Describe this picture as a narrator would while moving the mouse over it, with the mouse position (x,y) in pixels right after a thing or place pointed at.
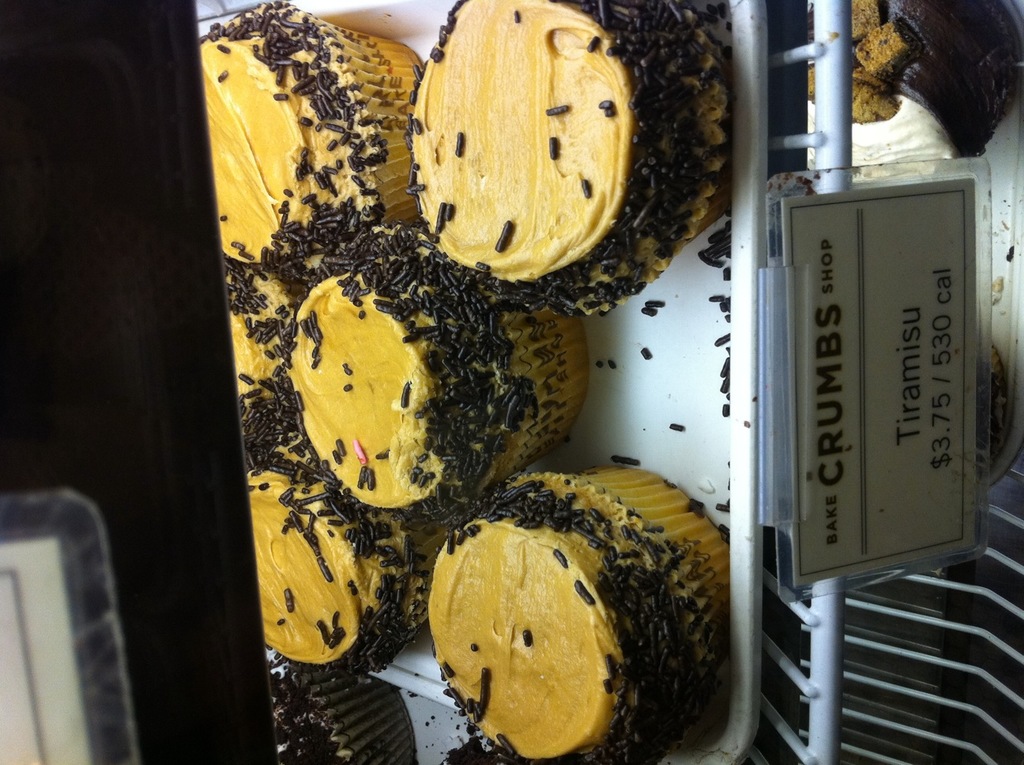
In this image there is some food (633,237) kept in the display table (645,323) having a board (902,417). There is some text (942,379) and price (930,394) are on the board (930,394). Left side (10,740) there is an object (52,724).
